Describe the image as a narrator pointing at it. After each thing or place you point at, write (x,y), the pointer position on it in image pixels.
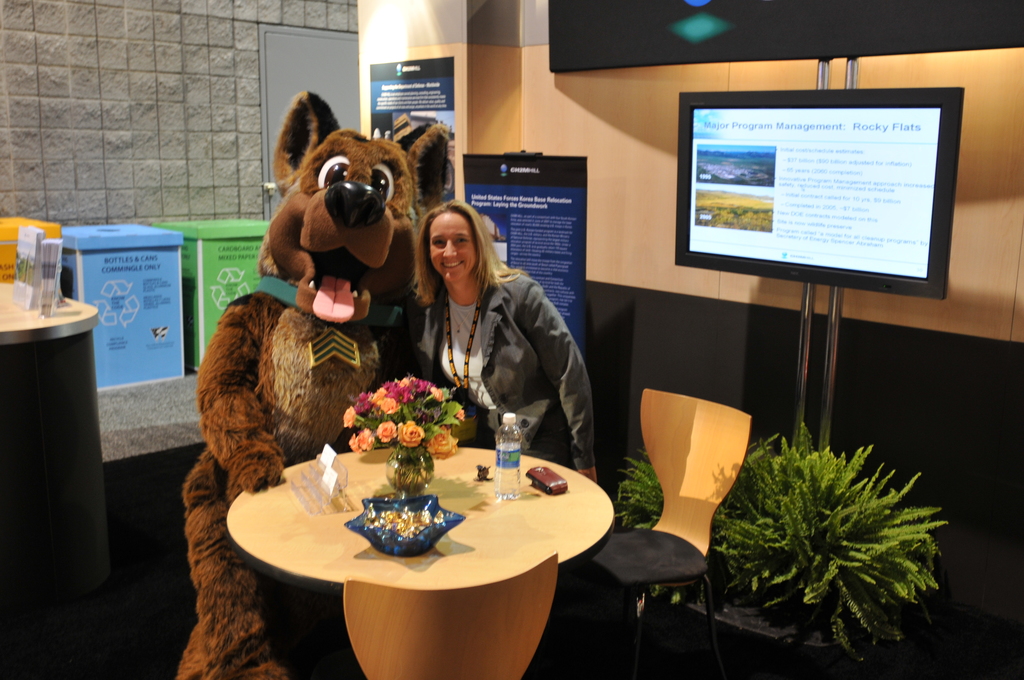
In this picture we can see woman (427,276) standing and smiling and holding toy (359,245) with her hand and in front of them on table (322,558) we have vase (390,460) with flowers (414,428) in it, bottle (510,490), bowl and beside to them we have chairs (680,409), screen (701,174), banners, boxes (139,240), wall (128,88), door (268,70), pillars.
